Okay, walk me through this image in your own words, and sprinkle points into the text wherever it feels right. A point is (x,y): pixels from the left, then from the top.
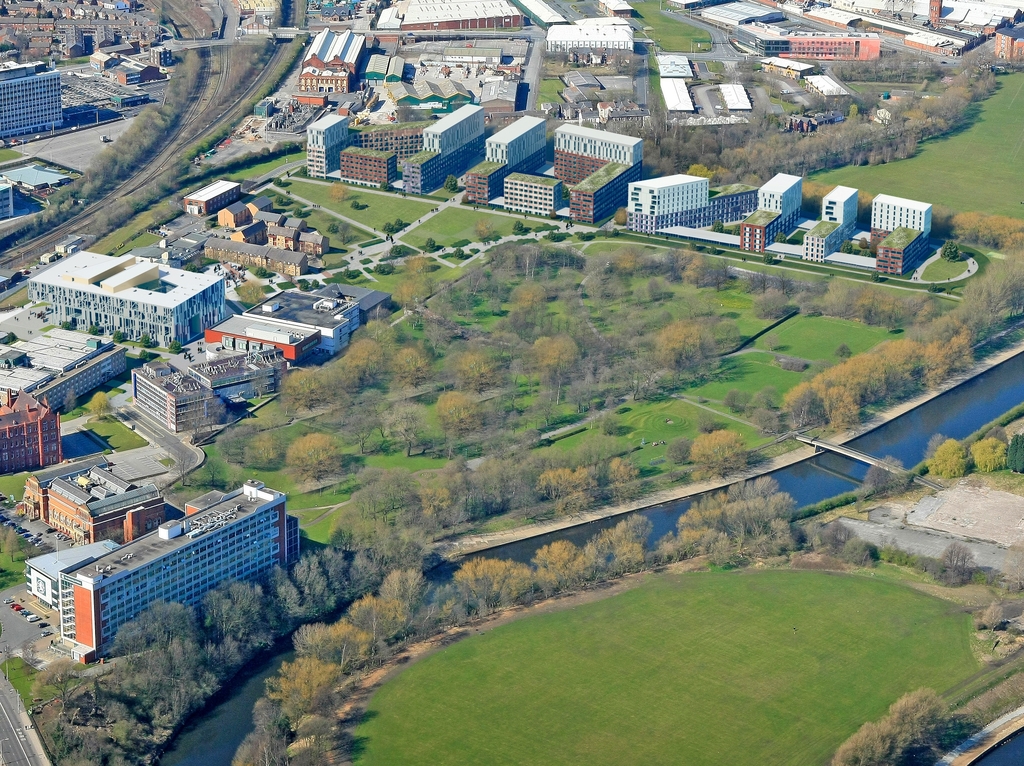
In this image, we can see so many buildings (183,545), houses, trees (207,665), plants (1016,226), grass (702,443), water (855,480), roads (996,563), bridge (921,481).
